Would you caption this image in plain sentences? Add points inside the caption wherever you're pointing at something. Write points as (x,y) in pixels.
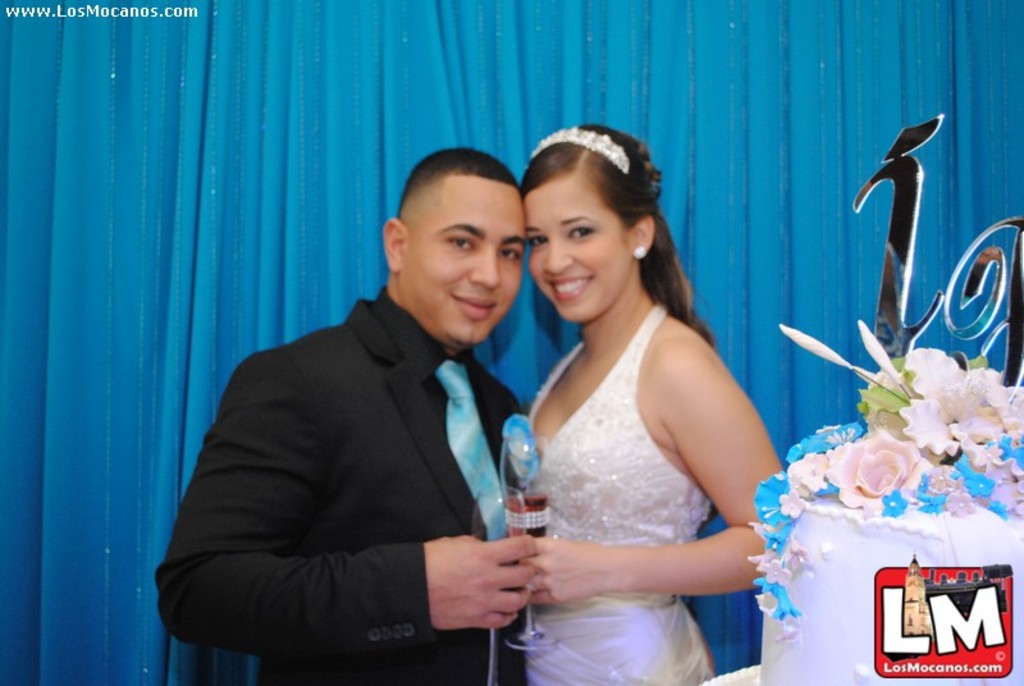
In this Image I can see two people (544,401) standing and holding something. In front (841,598) I can see a blue, white and pink color cake (843,577). I can see a blue curtain (317,129). He is wearing black dress (359,451) and woman (604,476) is wearing white dress (604,484).
